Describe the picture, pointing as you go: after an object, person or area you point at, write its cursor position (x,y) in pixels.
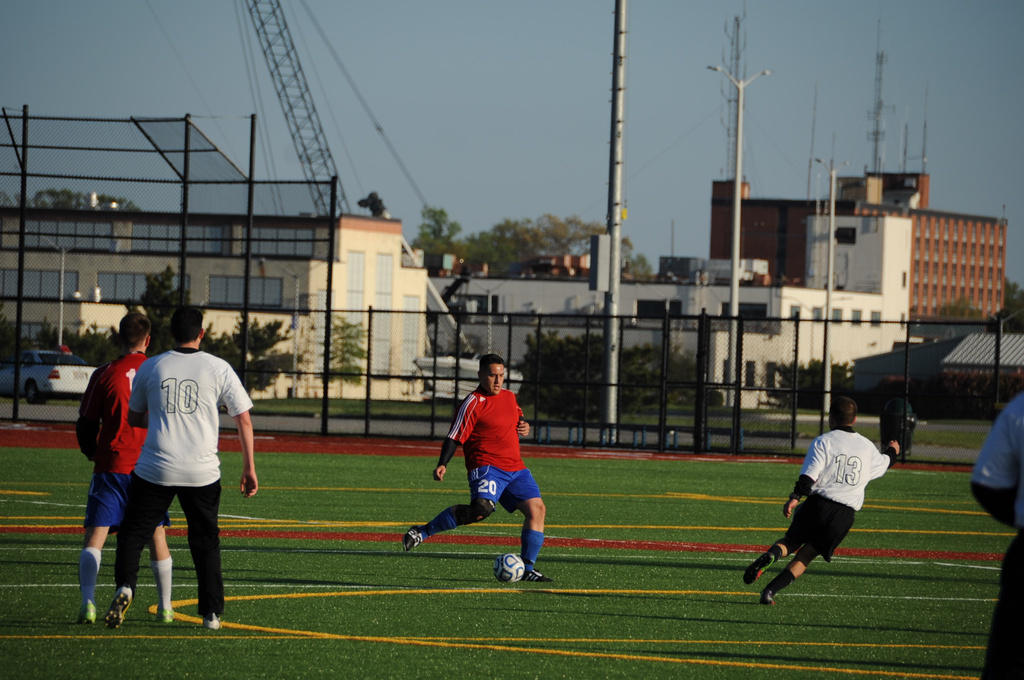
This looks like a ground (309,554). There are some persons (85,424) in the middle (477,383) playing. There are buildings (561,332) in the middle (583,274). There are trees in the middle (429,250). There's sky (708,130) at the top (497,113).
